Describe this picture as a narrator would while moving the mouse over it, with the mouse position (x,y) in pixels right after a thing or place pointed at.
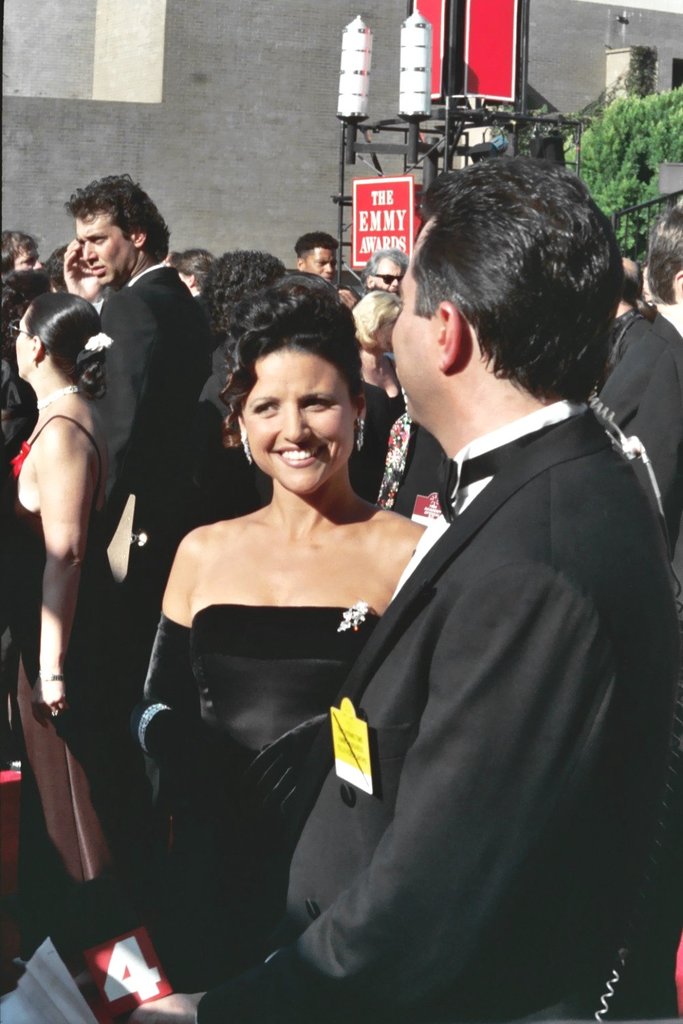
In this picture there is a man (499,798) wearing black color suit (430,639), standing in the front (391,923). Beside there is a girl (300,665) wearing black top (290,645), standing and smiling. Behind there is a group of men and women (125,395) standing and discussing something. In the background (98,128) we can see the black color pipe stand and grey wall (295,103).
